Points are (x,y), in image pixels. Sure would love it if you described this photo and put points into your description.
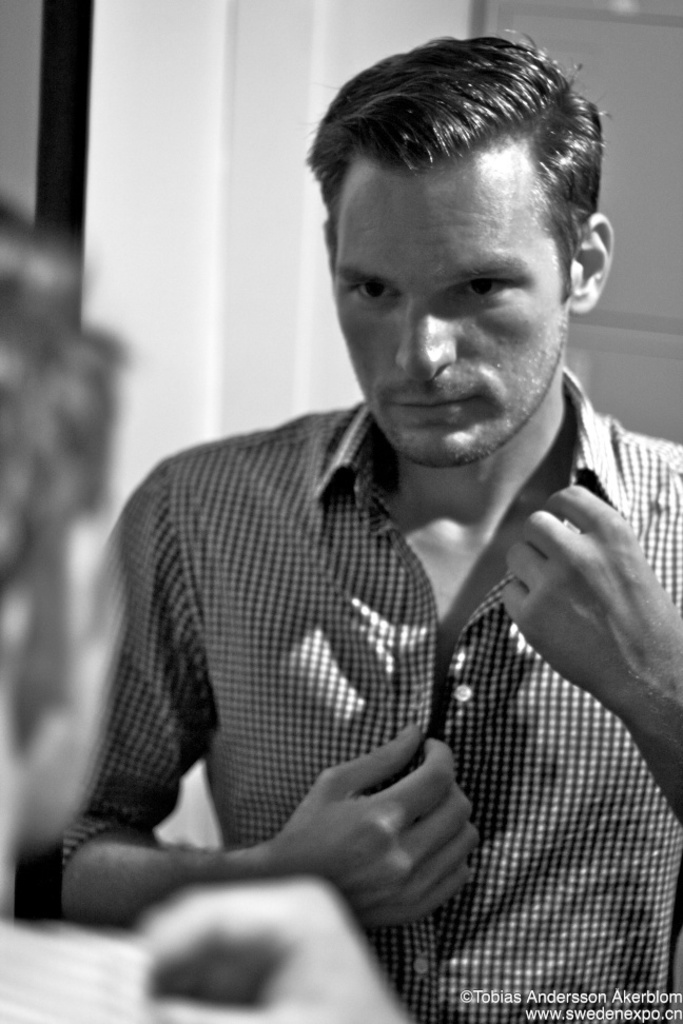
This is a black and white picture, in this image we can see two persons (396,586), behind them, we can see a pillar (209,274) and the wall (225,419), at the bottom of the image (593,995) we can see some text (602,1005).
